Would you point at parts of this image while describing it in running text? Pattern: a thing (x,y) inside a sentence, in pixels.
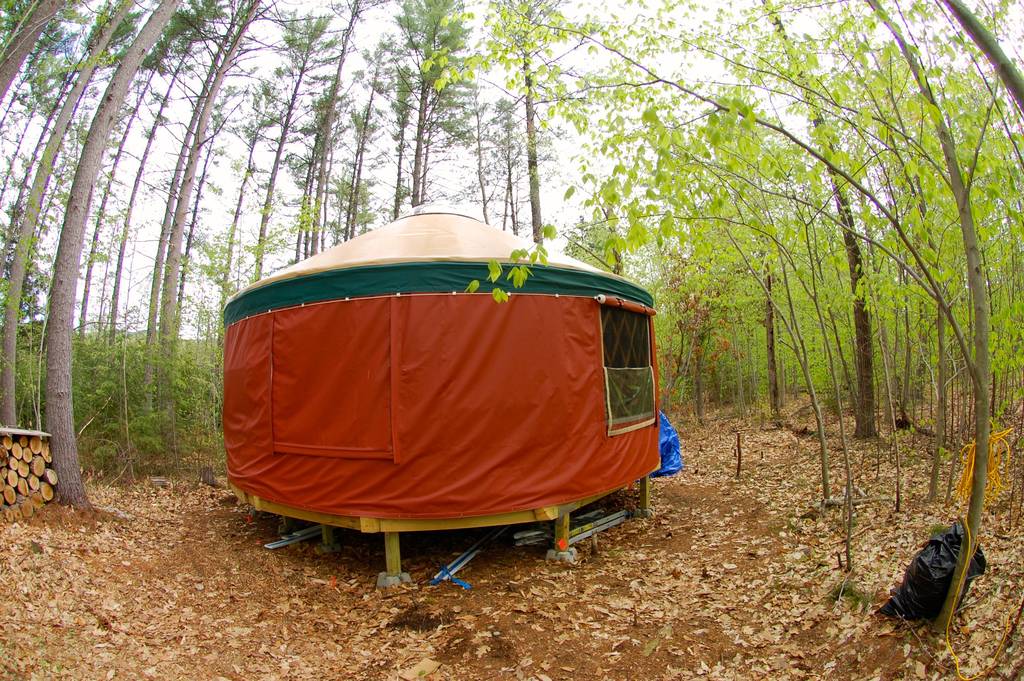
In this picture, there is a tent house (421,368) in the center (534,345). It is in red and green in color. The tent (430,286) is surrounded by the trees (755,260). At the bottom (683,600), there are dried leaves (701,627). At the bottom right (914,576), there is a plastic bag (922,553).
